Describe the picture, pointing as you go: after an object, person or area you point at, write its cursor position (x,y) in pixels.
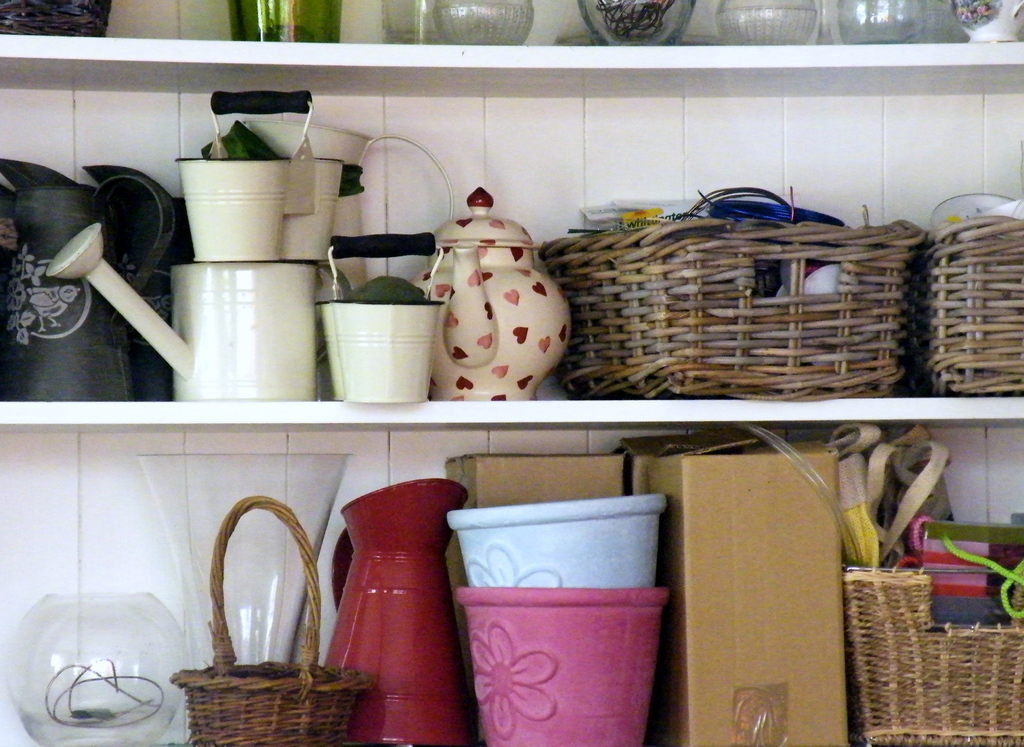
In this image we can see glass jars (68,625), vessel (417,700), flower vases (646,660), cardboard boxes (838,582), baskets (853,613), kettle (477,368), water bucket (232,346) and glass vessels (144,693) kept on the shelves (929,64).
